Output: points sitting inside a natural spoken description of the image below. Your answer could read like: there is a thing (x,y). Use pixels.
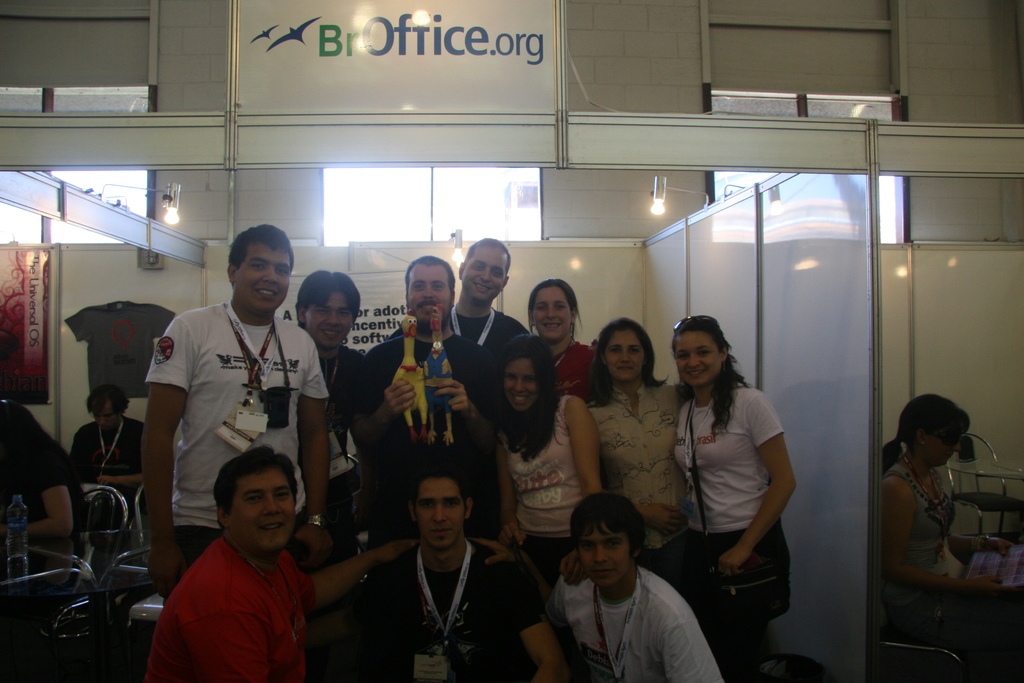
In the image there are few men (625,516) and women (674,533) standing in the middle (361,406) with id cards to their neck (635,390), there are lights (166,217) above them to the stand (793,217), in the back (375,235) there are windows (407,210) to the wall (70,48).
